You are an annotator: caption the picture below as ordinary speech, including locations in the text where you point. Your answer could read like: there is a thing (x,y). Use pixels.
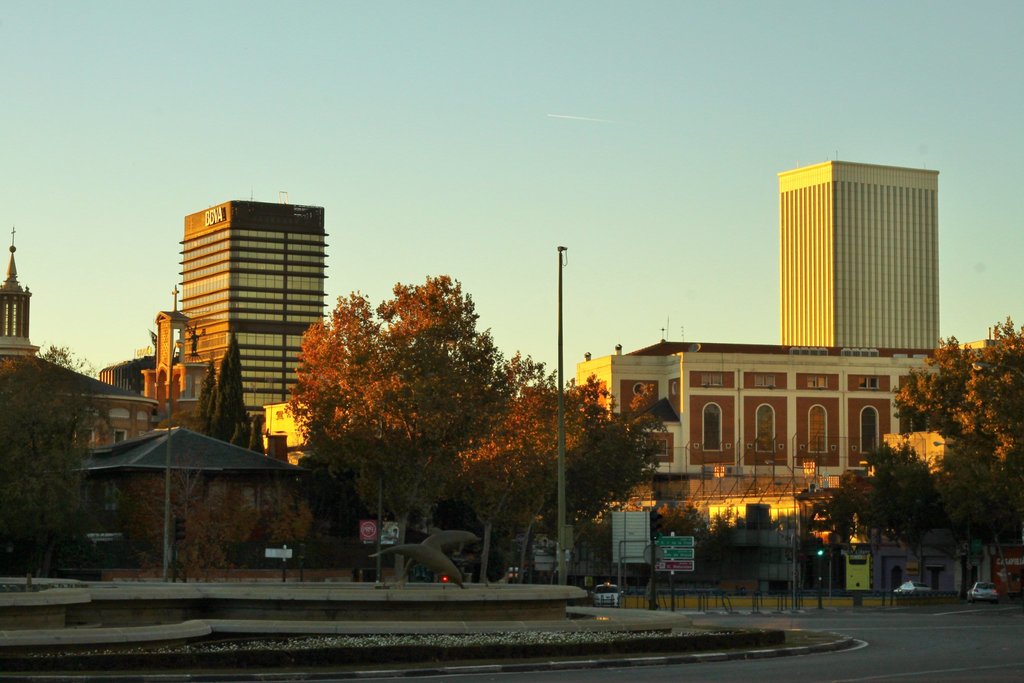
In this image I can see a street (864,615) with some trees (523,474) and buildings (284,322). I can see the road (927,644) at the bottom of the image (758,660) with some vehicles (981,596) and sign boards (619,547). I can see a trash can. On the left hand side of the image (54,599) I can see an artificial fountain (435,584) with a statue (416,555) and some sign boards (275,548). At the top of the image (257,89) I can see the sky (257,82).
